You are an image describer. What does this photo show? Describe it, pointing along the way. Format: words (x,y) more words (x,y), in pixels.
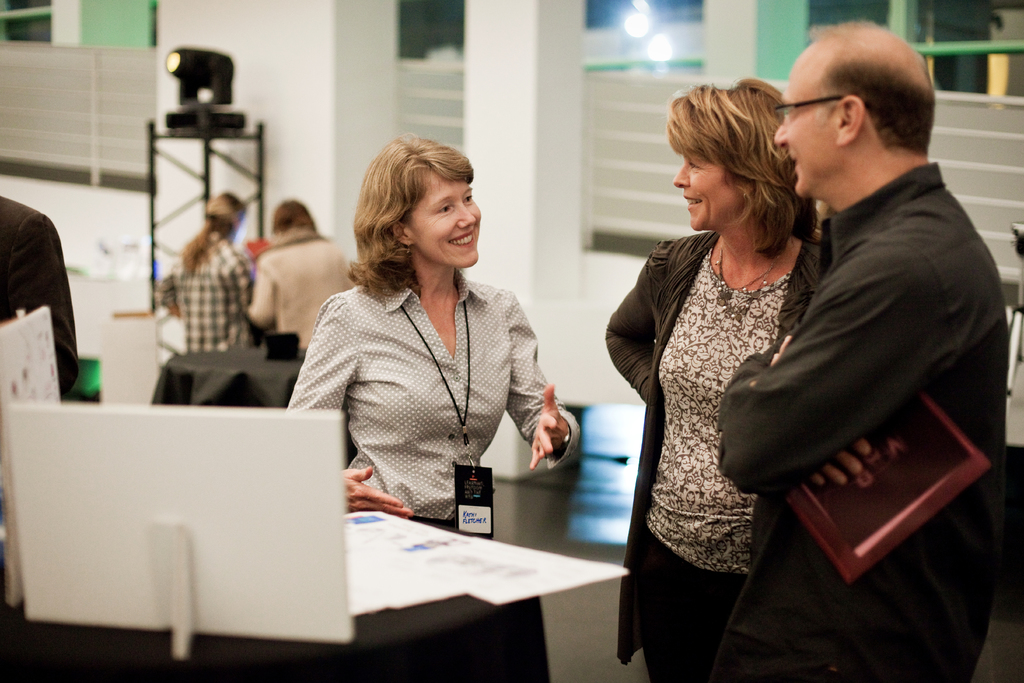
In the picture we can see a people (402,349) are standing, and one woman (496,341) is explaining something to the man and woman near the desk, In the desk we can find a screen (20,413), background we can find a light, pillars (483,163) and poles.
